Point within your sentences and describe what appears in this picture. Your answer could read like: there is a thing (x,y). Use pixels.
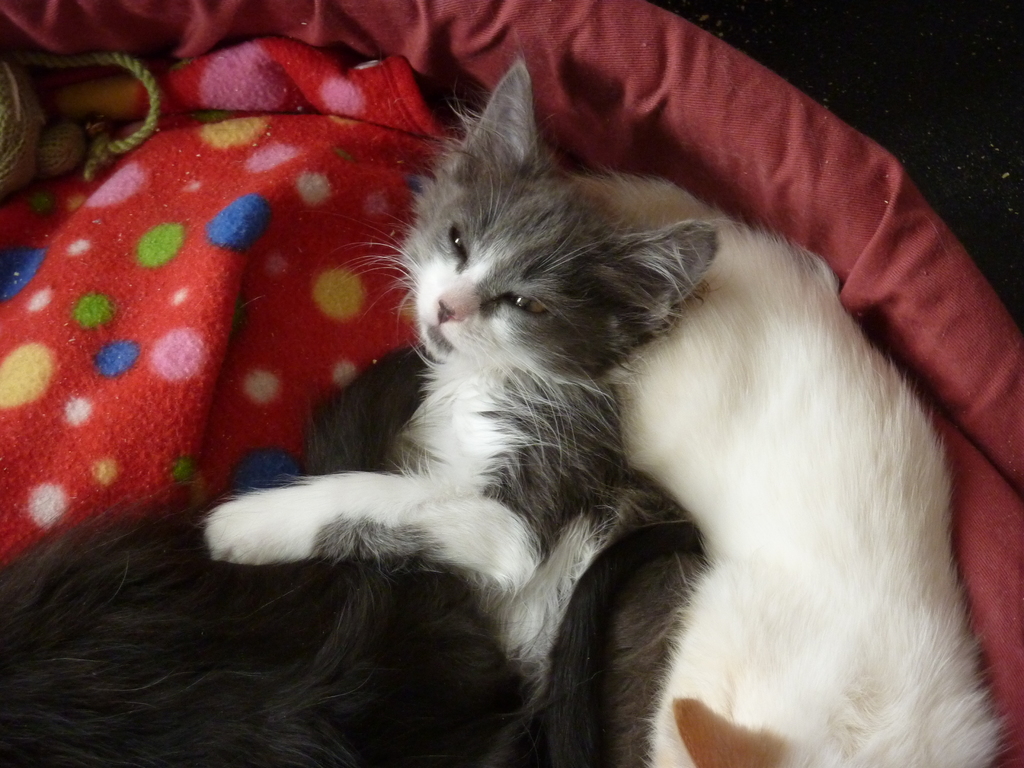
In this picture I can see there is a cat (665,242), lying on the bed (728,132), it has gray and white fur (564,448), there is another cat (258,573) lying on the bed (16,52), it has black fur (140,638). There is a rope (116,64) on the left side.
